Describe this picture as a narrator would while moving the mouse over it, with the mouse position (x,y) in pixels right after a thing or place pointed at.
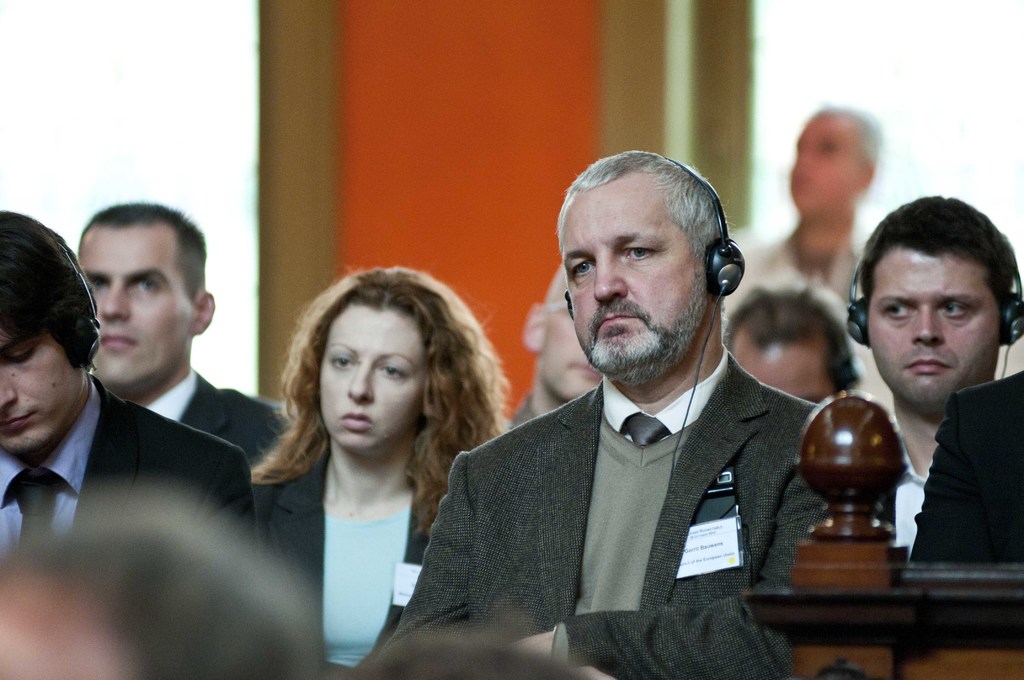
In this image we can see people (703,414) sitting. In the background (568,88) there is a wall (395,114) and we can see a man (813,174) standing.
